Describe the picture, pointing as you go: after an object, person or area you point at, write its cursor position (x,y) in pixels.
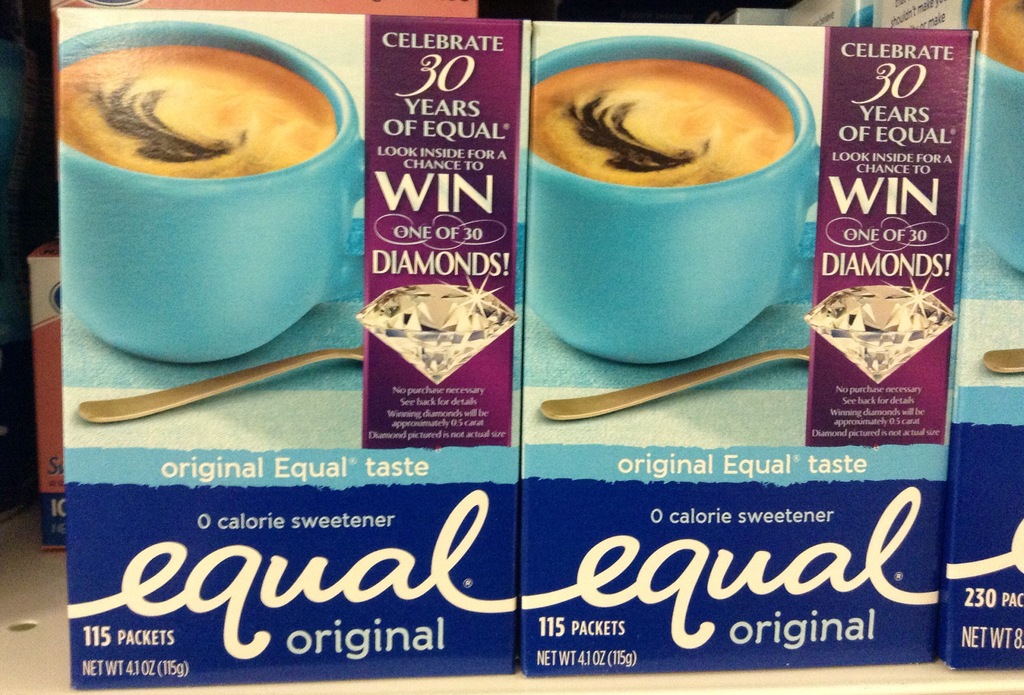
In this picture I can see boxes (385,260) with some text (318,591) and picture (530,328) of cups (674,243) on it.
